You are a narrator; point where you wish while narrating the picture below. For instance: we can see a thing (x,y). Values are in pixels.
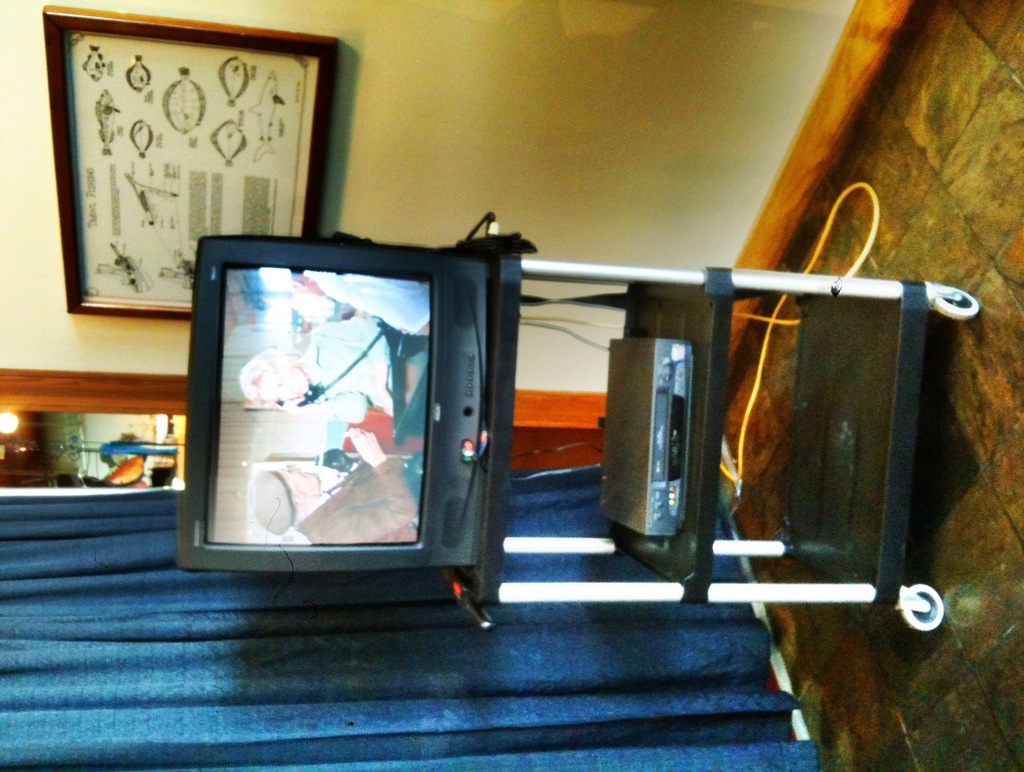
This image is clicked in a room (703,245). In the front (444,427), we can see a TV (342,398) along with VCR player (666,459). At the bottom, there is a floor (929,694). In the background (291,133), there is a wall (343,78) on which a frame (274,108) is hanged. On the left (229,703), there is a curtain (313,685).
